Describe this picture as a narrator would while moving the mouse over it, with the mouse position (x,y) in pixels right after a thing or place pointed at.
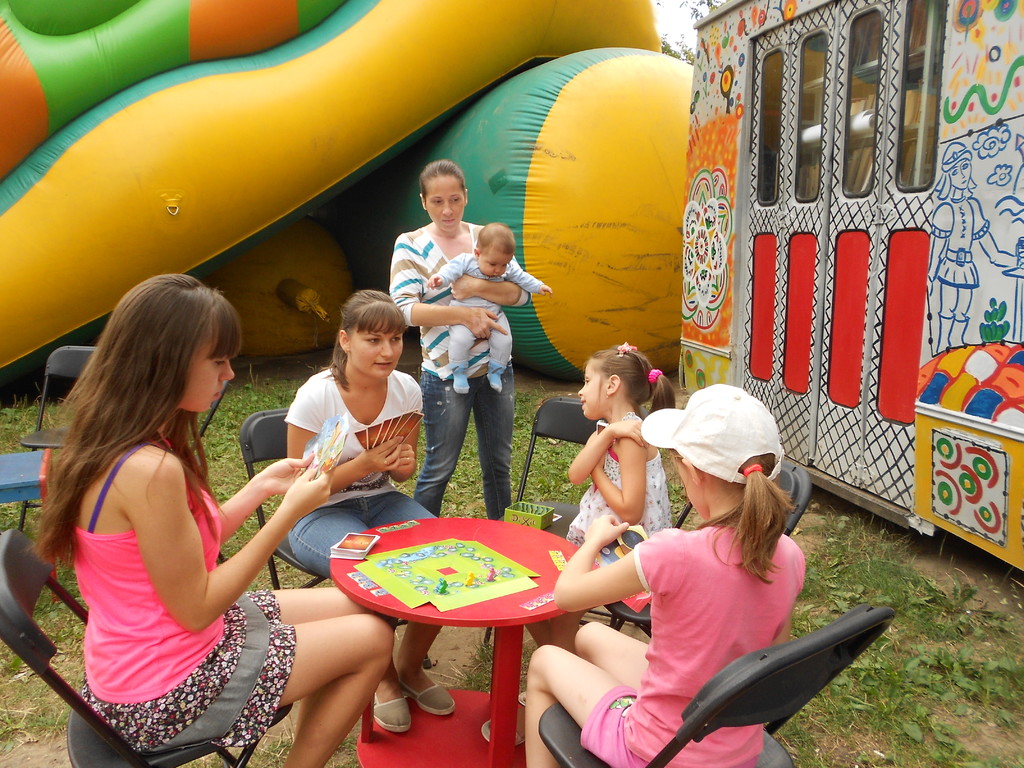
In this picture two ladies (208,505) are sitting. In their hands (317,480) there are some cards (338,441). And a lady (428,306) is standing is holding a baby (481,302) in her hand (480,325). And two girls (624,510) are sitting. In front of them there is a table (394,607). On the table (389,545) there are some cards (346,538) and papers (438,570). To the right corner (884,232) there is a box (841,271) with the doors (828,277). In the background (287,67) there are some air balloons (310,177). And on the ground (231,439) there is a grass (56,634).
